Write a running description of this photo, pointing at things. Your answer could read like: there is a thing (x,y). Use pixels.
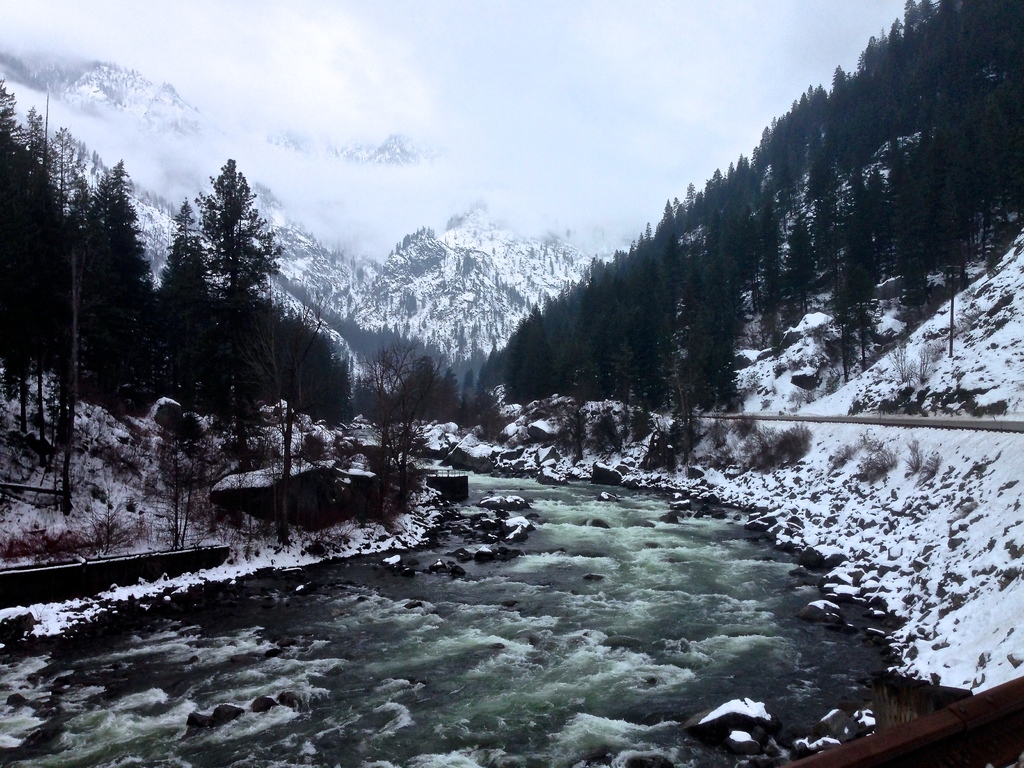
In this picture there is a beautiful view of the river water (416,708) and on both the sides there are some tall trees (730,408). In the background (505,281) there is a mountains (359,297) with snow (417,335).
